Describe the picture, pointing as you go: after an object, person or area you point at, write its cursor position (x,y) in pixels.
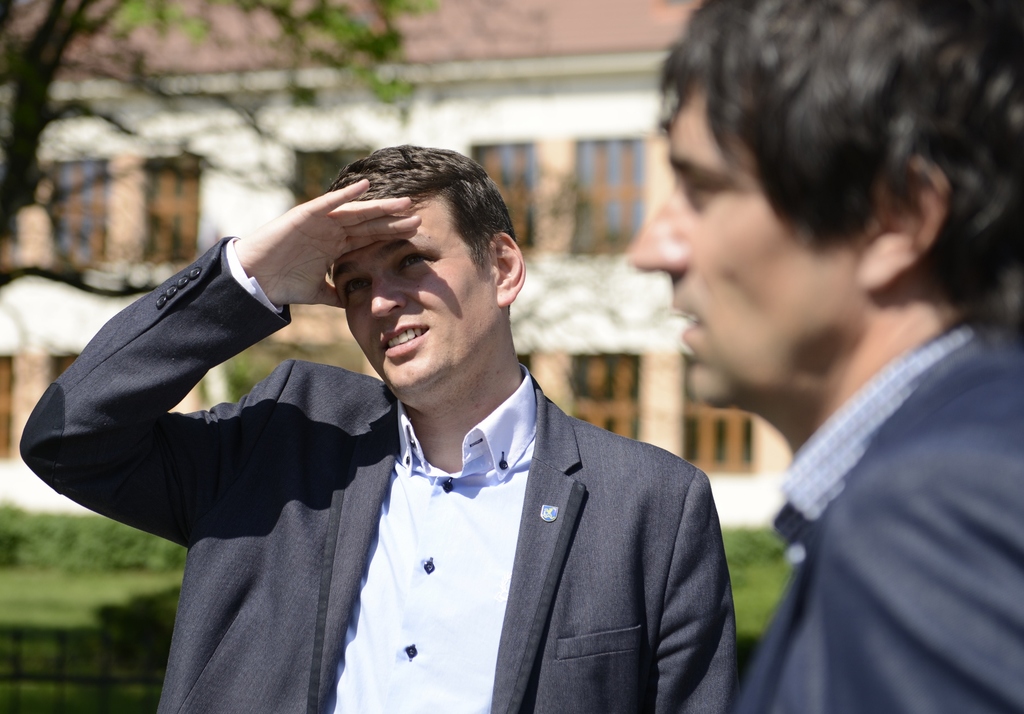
In this image I can see two persons (451,478) standing. In front (584,584) the person (519,592) is wearing gray blazer (544,583), white shirt (415,592). Background (65,545) I can see trees (62,24) and plants (56,560) in green color and the building (460,126) is in cream color and I can see few glass windows (90,194).
